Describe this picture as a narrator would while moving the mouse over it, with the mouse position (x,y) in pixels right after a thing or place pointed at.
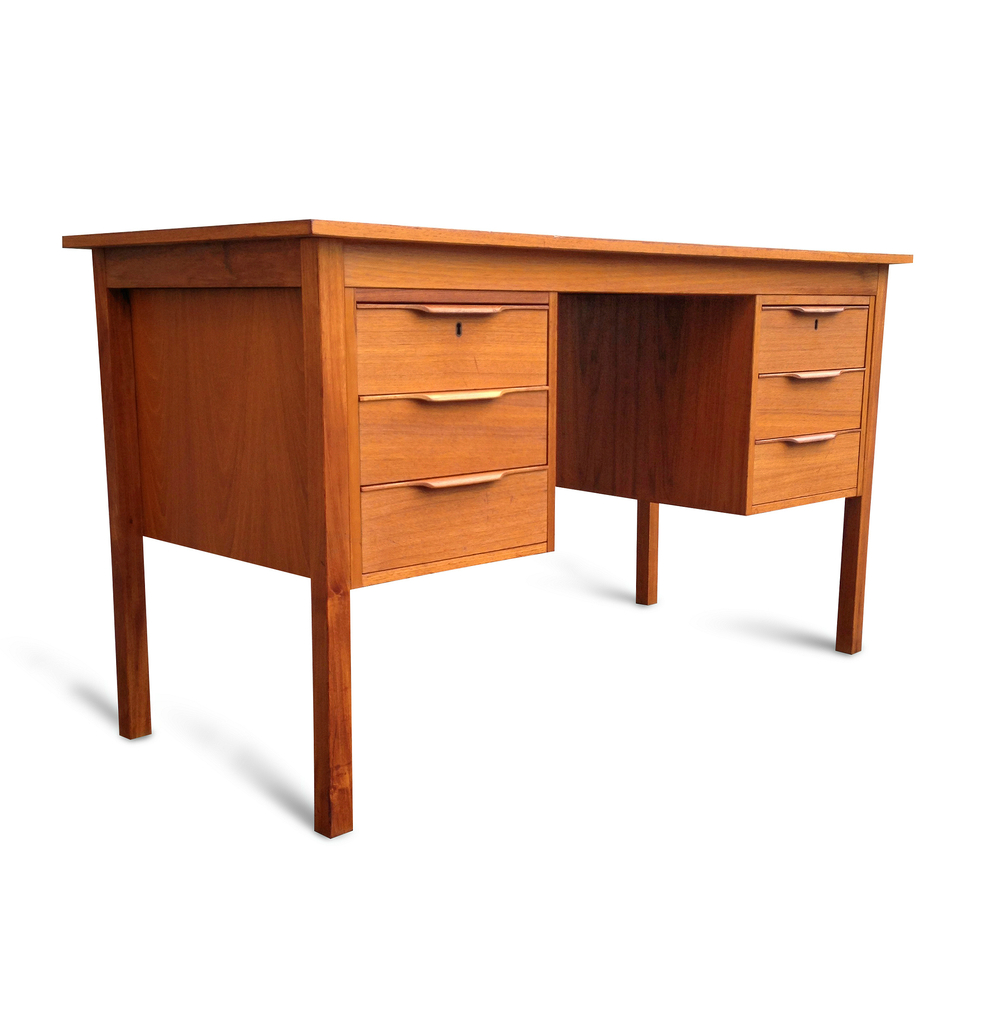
This picture shows a table (171,458).
